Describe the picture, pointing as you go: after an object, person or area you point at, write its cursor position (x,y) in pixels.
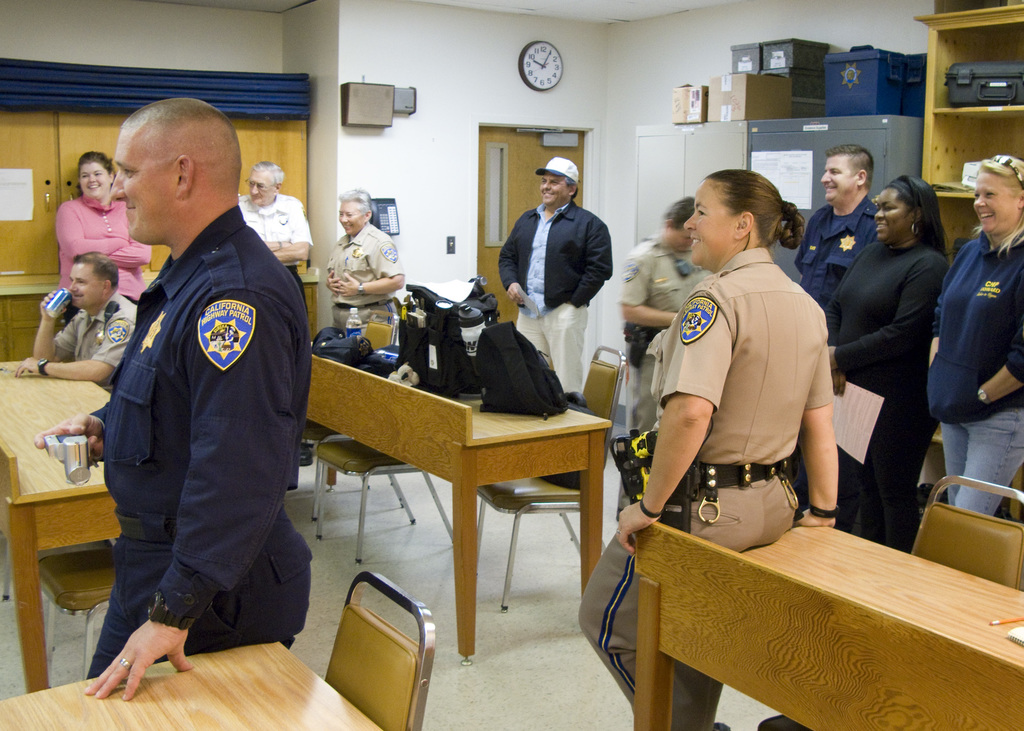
There are group of people (265,319) standing and smiling. This is a table (513,438) where bags (454,334) and water bottles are placed on it. I can see some empty chairs (984,527). At background (404,221) I can see a wall clock (548,81) attached to the wall (479,96). This is a door (516,186) and a telephone (374,204) attached to the wall (419,199). At the right corner of the image (991,78) I can see a suitcase (985,90) placed inside. At left corner of the image (82,359) I can see a man (103,347) sitting on a chair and drinking.
